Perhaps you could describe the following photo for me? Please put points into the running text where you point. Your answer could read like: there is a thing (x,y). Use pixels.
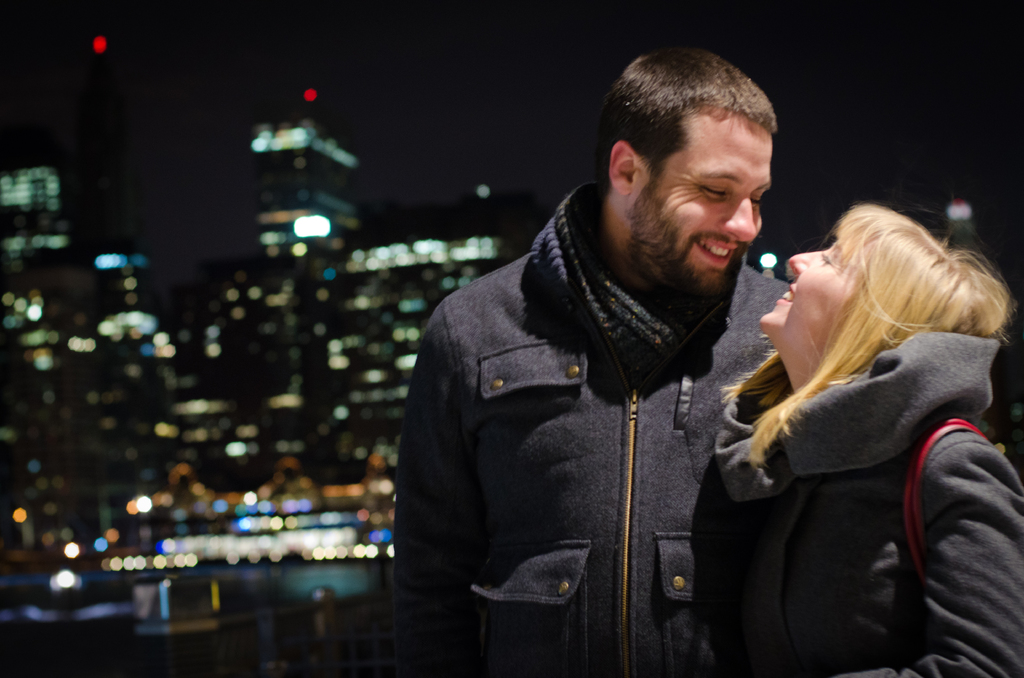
On the left side (189,315) there are big buildings (266,316). On the right side (689,264) a man (663,394) is standing and smiling, he wore a coat (634,412). Beside him a woman (884,322) is looking at him.
